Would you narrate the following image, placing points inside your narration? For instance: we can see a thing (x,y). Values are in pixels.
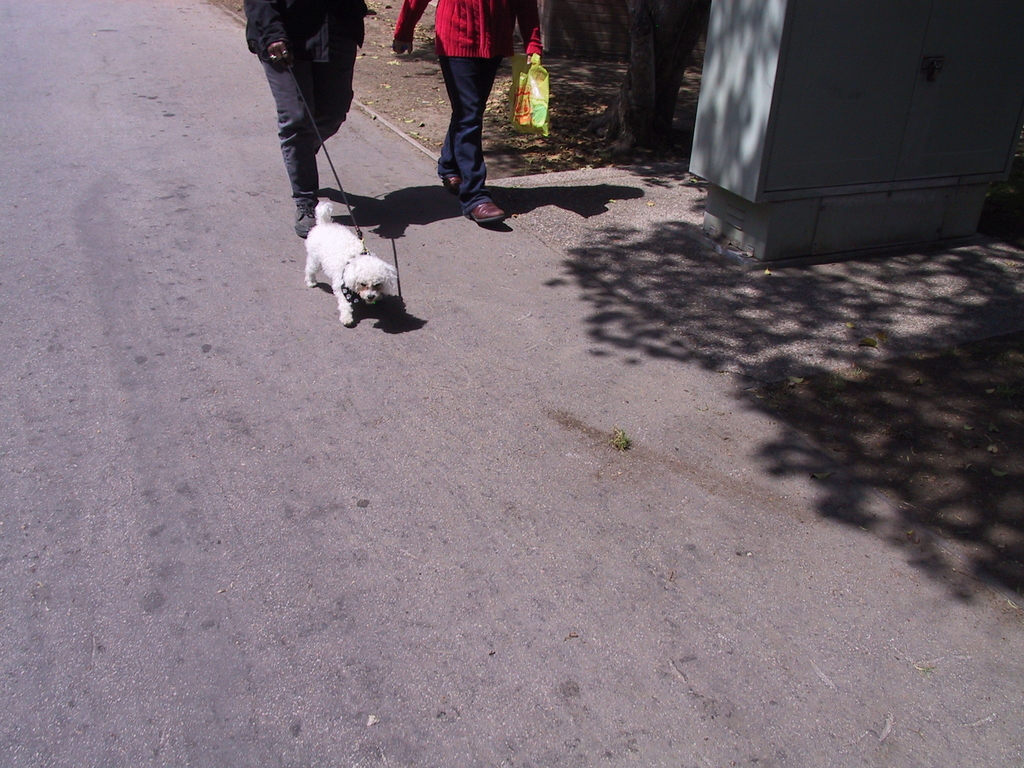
In the center of the image (394,271) there is a person (296,13) walking along with a dog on a road (397,377). There is another person (403,29) beside him.
